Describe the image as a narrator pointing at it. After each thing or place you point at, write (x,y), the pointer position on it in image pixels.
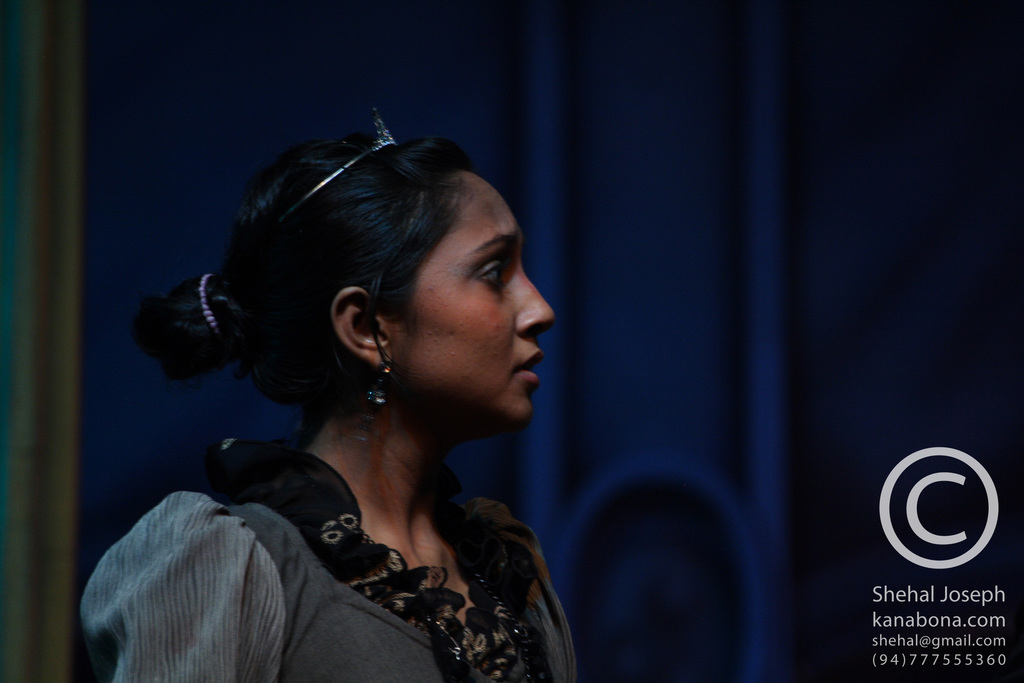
In this image I see a woman (484,389) who is wearing black, white and grey dress (287,575) and I see the watermark (930,600) over here. In the background (935,573) I see the blue color thing (670,271) over here.
